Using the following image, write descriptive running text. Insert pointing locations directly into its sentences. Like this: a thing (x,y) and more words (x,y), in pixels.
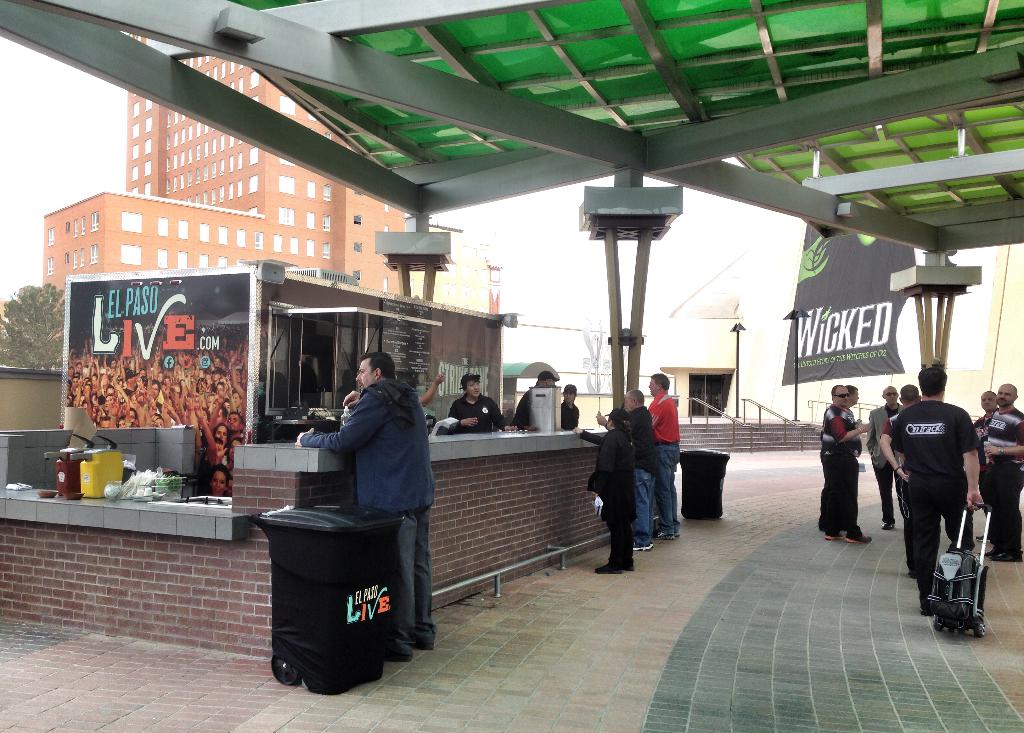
In this image there are some persons (847,467) standing. Image also consists of two trash bins (365,530), some buildings (330,247) and also trees (36,326). At the top (519,59) there is roof (637,92) for shelter (739,122). Sky (48,138) is also visible.
